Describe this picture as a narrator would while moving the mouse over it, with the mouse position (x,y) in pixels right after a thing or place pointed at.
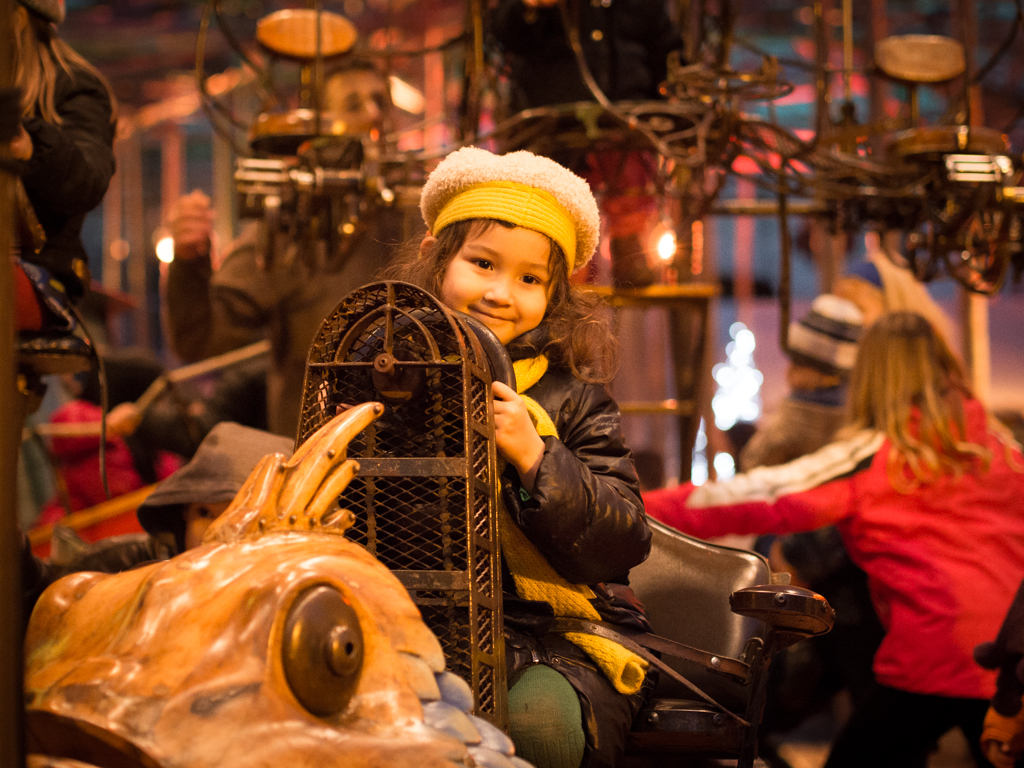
In this image, its look like an amusement kids riding (398,537) on which there are few kids (696,533) riding and there is a person (566,476). The background (173,378) is not clear.
